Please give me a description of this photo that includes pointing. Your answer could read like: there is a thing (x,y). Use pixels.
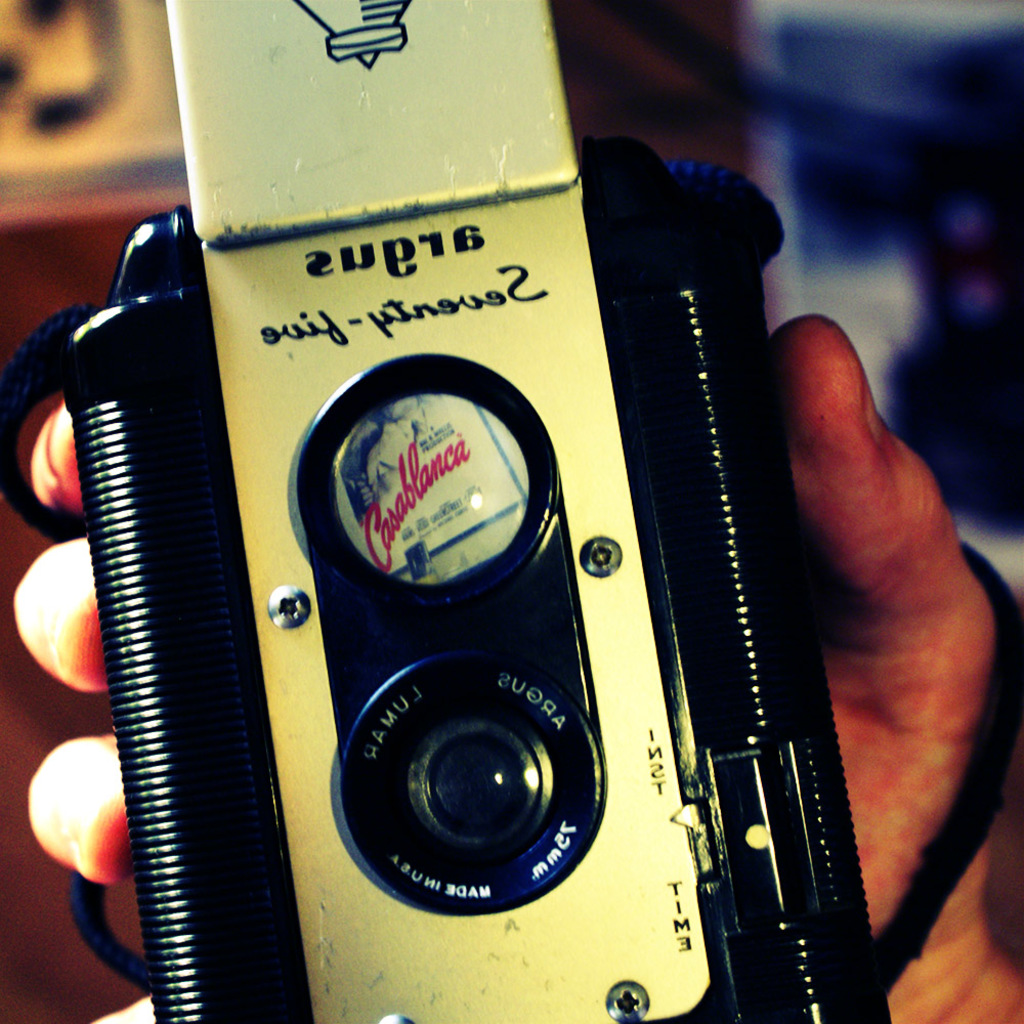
In this picture we can see a person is holding an object (537,462) and we can see blurry background (814,179).
